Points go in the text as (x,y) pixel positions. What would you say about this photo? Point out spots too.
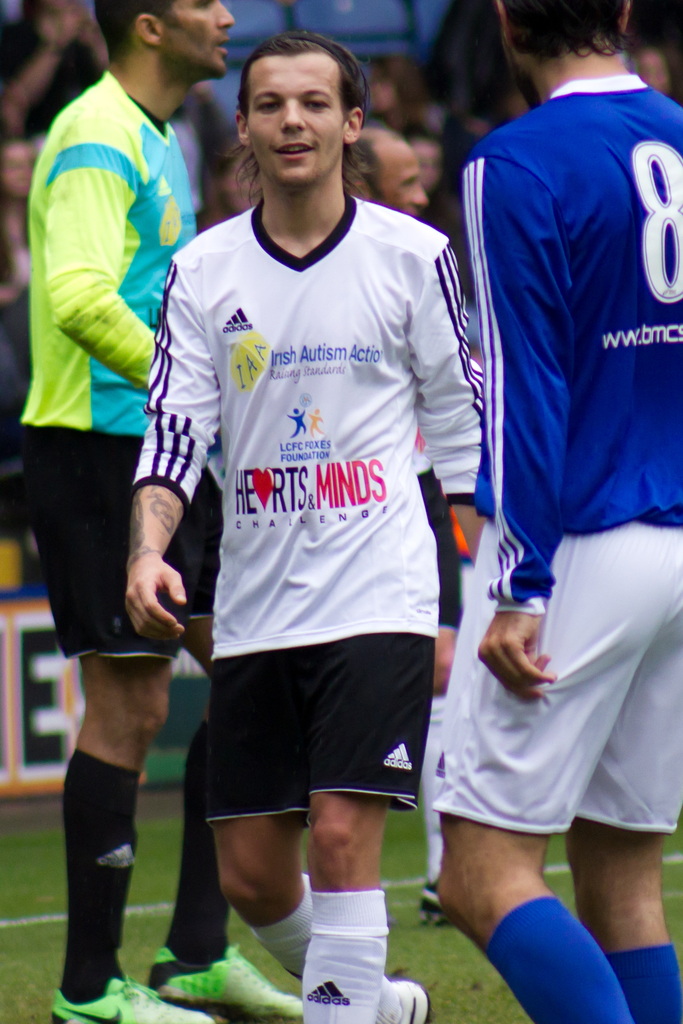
In this image I can see three persons (282,466) standing. And in the background (211,128) there are group of people (78,57).
